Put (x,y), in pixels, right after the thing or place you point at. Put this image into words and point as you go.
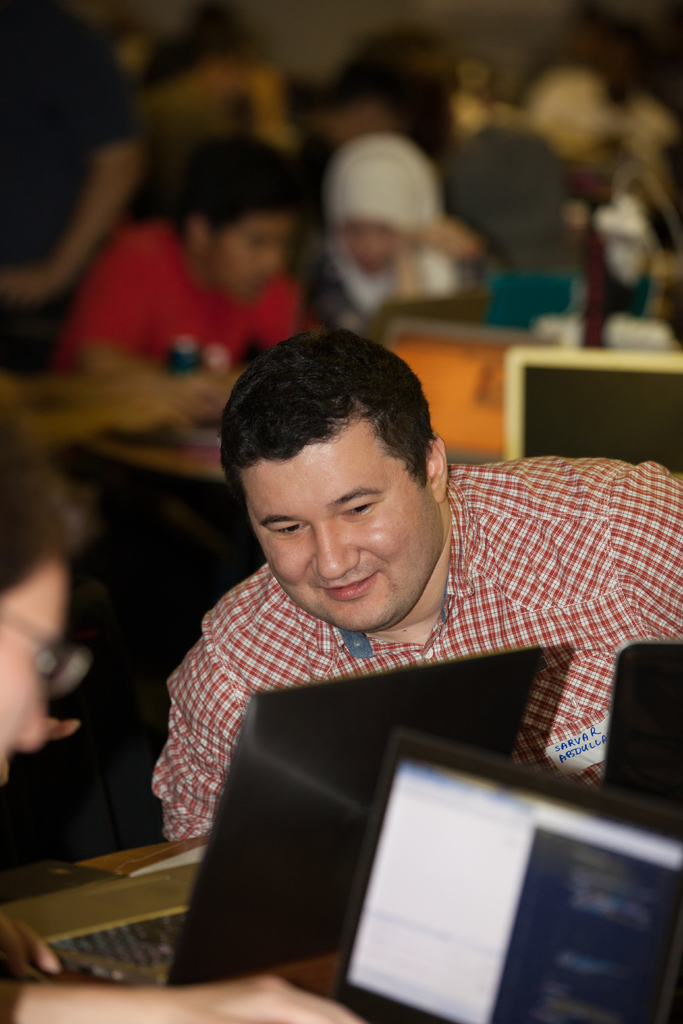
These persons (262,209) are sitting. We can see laptops (289,714) on the table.
